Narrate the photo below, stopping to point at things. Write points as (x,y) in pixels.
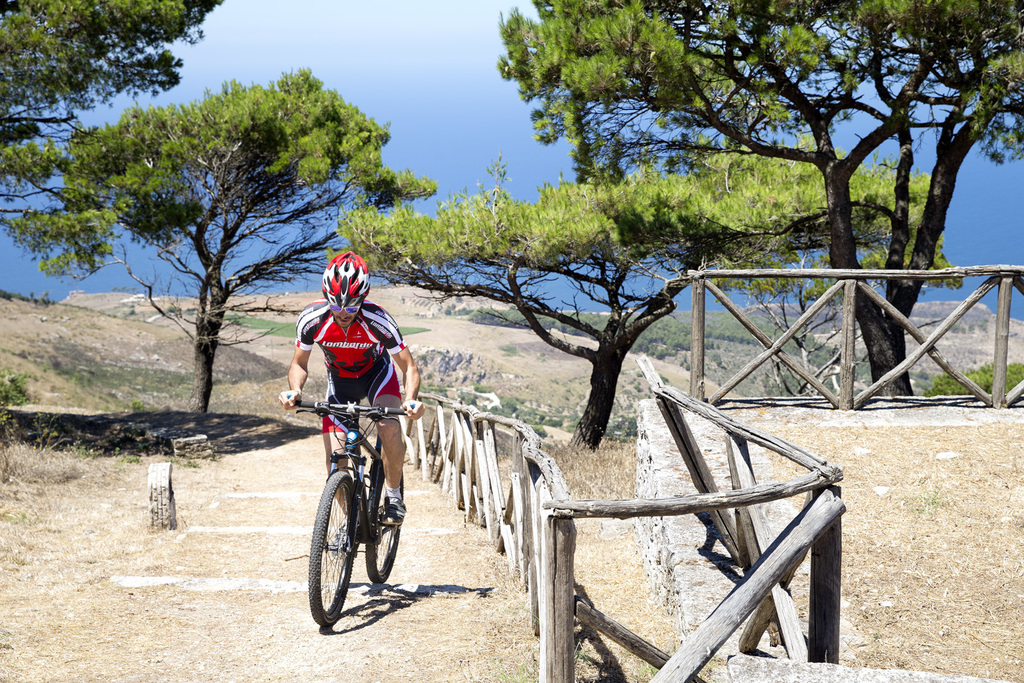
In this picture there is a man (390,457) riding a bicycle (357,473) on the ground (307,631) and wore helmet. We can see fence (759,509), trees (29,138) and grass (870,549). In the background of the image (379,78) we can see the sky (356,55).
